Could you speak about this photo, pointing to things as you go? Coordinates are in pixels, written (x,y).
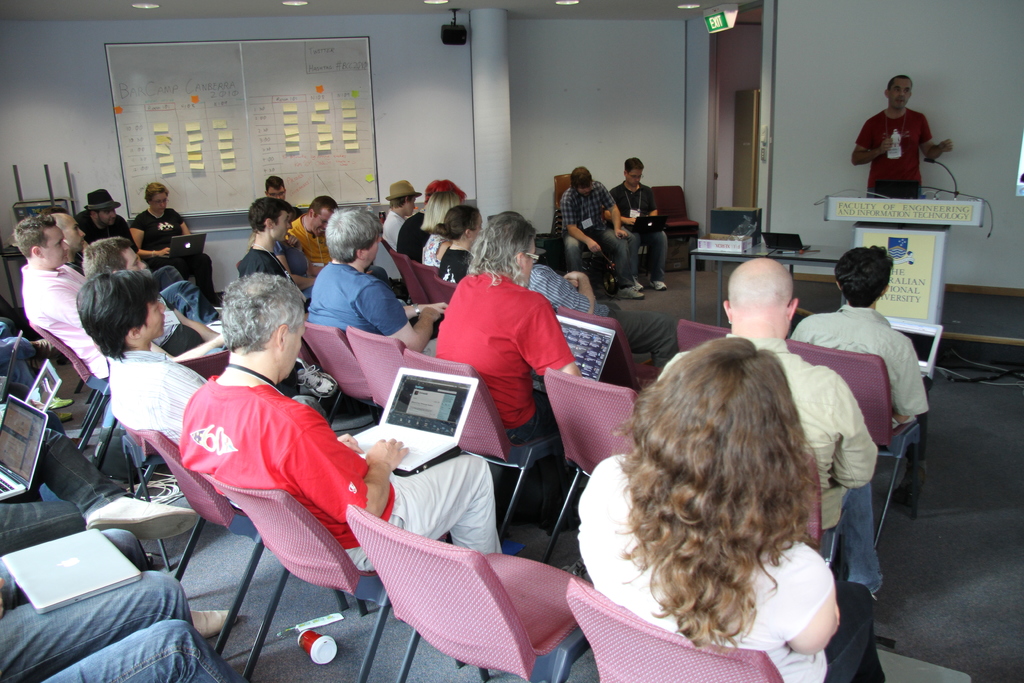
In this picture I can observe some people (440,520) sitting on the chairs (605,628). In front of them I can observe laptops (423,430). There are men (160,267) and women (701,573) in this picture. On the right side (881,166) I can observe a man (893,122) standing near the podium (904,241). In the background (420,95) there is a wall (440,94).
